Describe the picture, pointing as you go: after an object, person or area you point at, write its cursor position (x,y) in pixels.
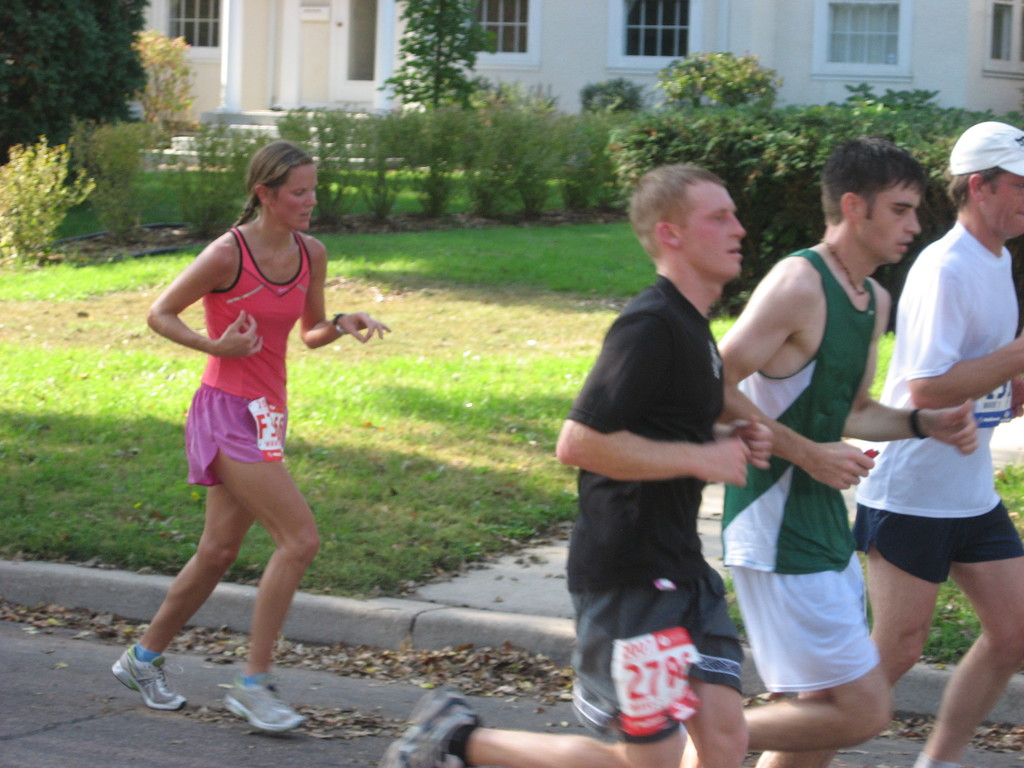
This picture is clicked outside. In the foreground (854,315) we can see the group of persons (672,349) wearing t-shirts (660,505) and running on the ground (242,761). In the center (498,341) we can see the green grass (468,289), plants (461,134) and trees (467,94). In the background (677,23) there is a building (785,59) and we can see the windows (662,8) and doors (343,43) of a building (837,45).
